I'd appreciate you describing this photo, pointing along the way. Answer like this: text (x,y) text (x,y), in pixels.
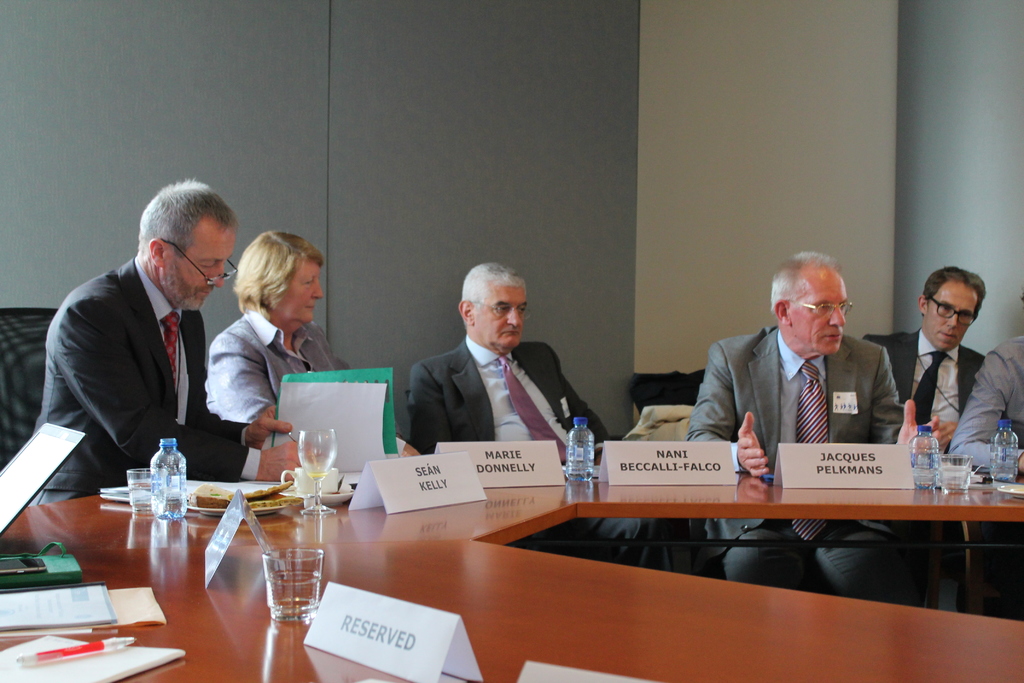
In this picture there is a person (474,335) sitting on the chair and they have a table (167,666) in front of them with some name boards (511,476), water bottles (581,481), water glasses (320,575), food (202,506) served in plates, cup (333,484) and saucer (331,501), there is a book (81,668) and laptop (8,499) and in the background (95,115) there is a wall (366,80).
